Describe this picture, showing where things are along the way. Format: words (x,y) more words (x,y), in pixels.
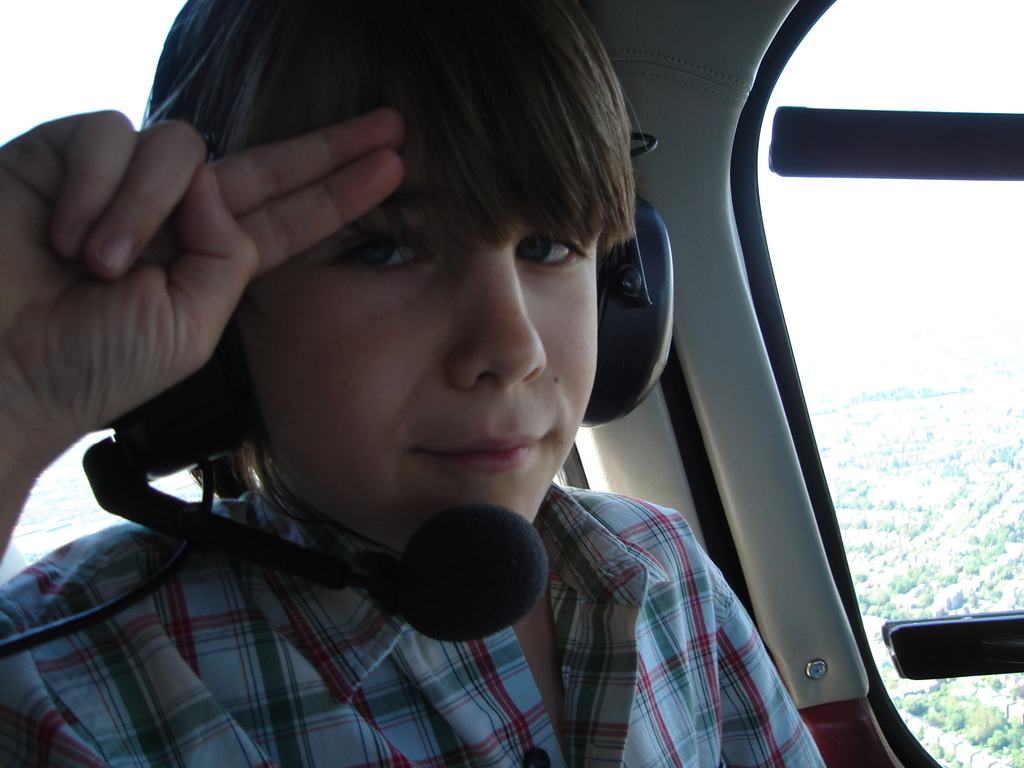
In this picture I can see a boy (434,425) wearing microphone headsets (420,570) and saluting. I can see a window (911,474). I can see trees (952,507) in the background (910,535).
